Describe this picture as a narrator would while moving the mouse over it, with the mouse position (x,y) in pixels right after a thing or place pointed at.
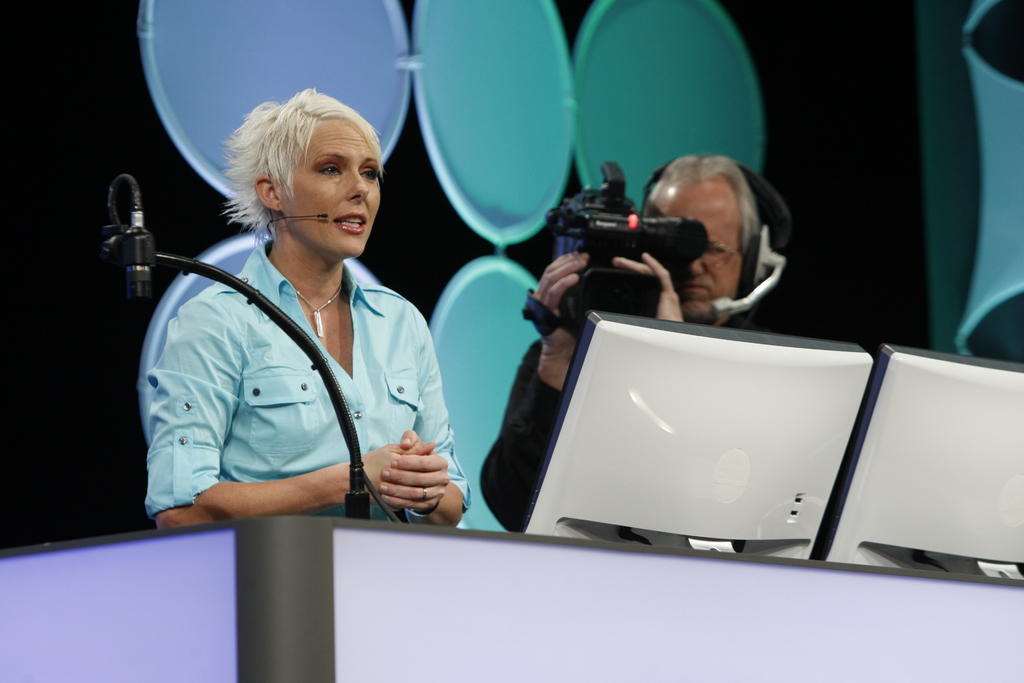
In the image we can see there is a woman (307,365) standing near the podium (371,591) and there is a mic (352,463) kept on the stand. There is a man (548,354) standing and he is holding video camera (569,233) in his hand (613,265).
